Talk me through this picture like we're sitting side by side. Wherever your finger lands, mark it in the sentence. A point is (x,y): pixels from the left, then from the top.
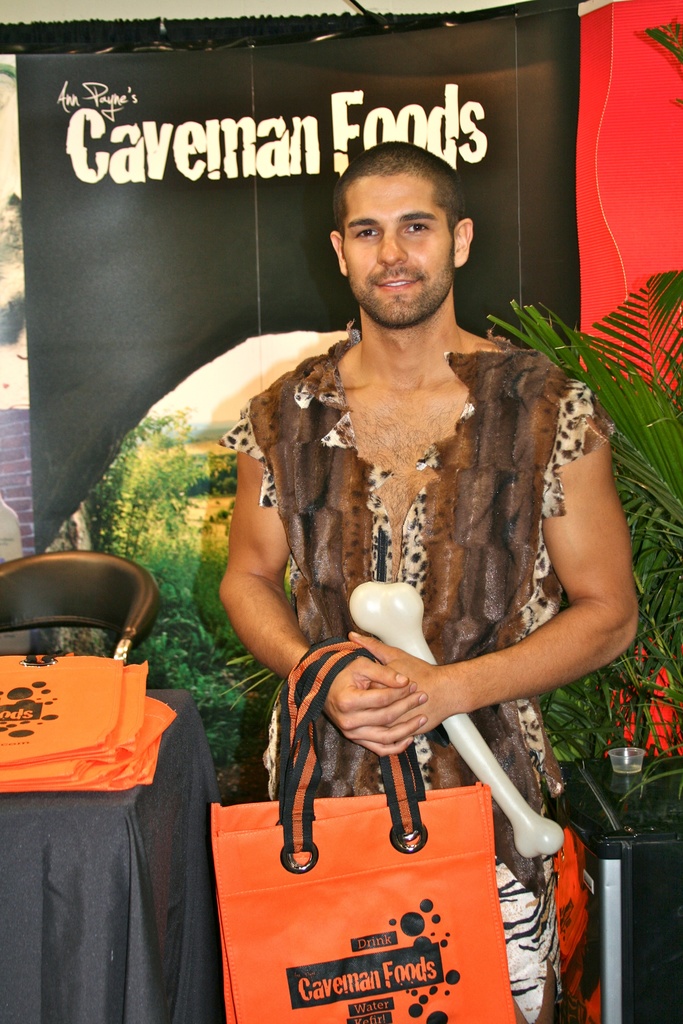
In this picture we can observe a person (355,785) holding an orange color bag (350,886) and white color bone (465,759). Beside him there is a table (29,798) on which we can observe orange color bags (100,724) and a chair (99,594). Behind him there are some plants (653,550) and we can observe a black color poster (185,168) in the background (282,87).
